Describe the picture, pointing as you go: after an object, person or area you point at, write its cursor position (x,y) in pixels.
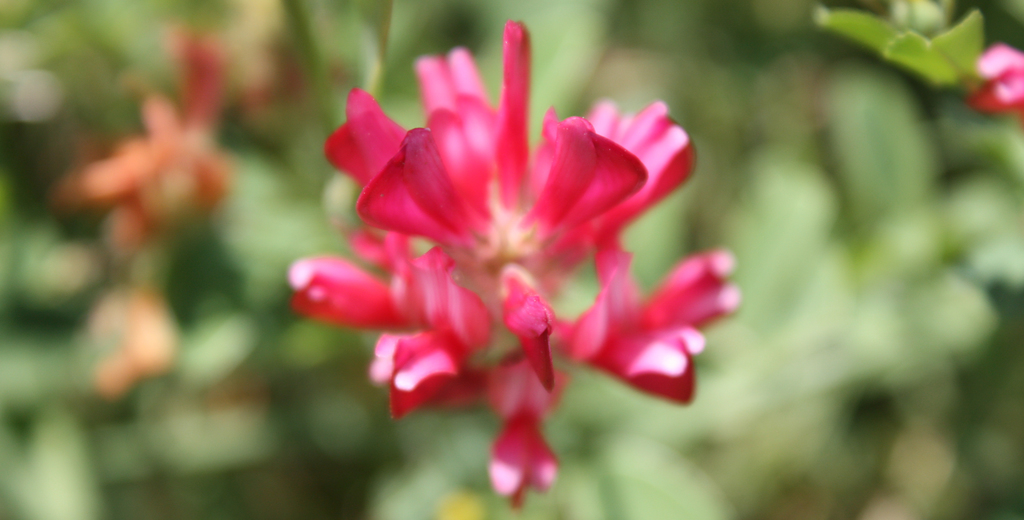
In this image I can see a pink color flower (548,170). Background (19,504) is in green color.
